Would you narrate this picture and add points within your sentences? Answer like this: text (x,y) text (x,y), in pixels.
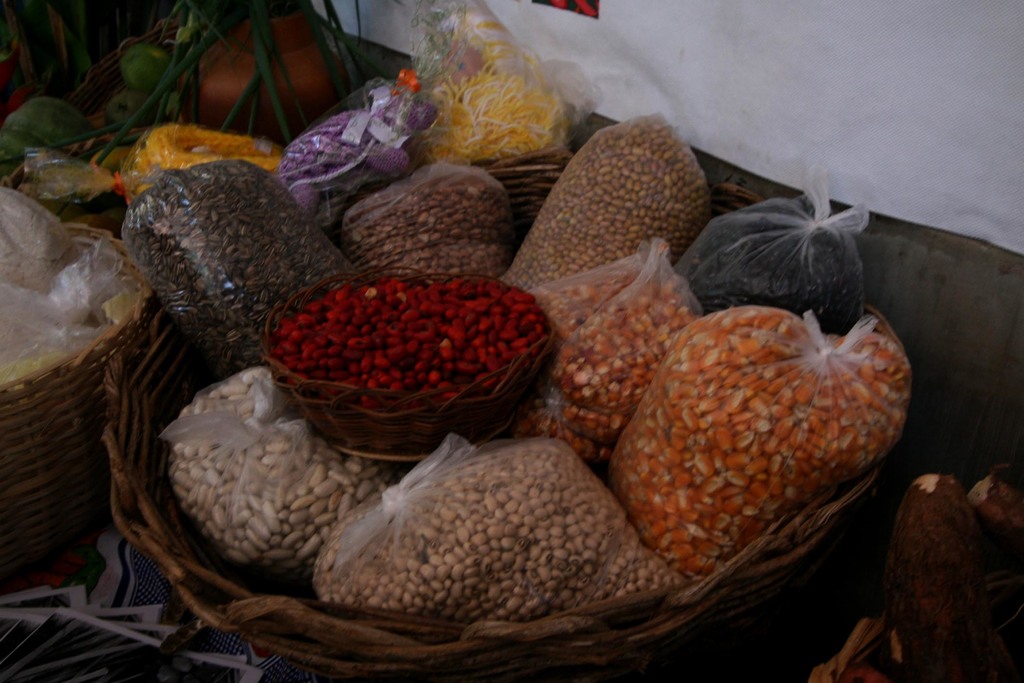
Here in this picture we can see covers (250,288) of grocery items (614,499) present in a basket (325,660) over there and we can also see baskets (113,350) with other things (104,285) present over there.
